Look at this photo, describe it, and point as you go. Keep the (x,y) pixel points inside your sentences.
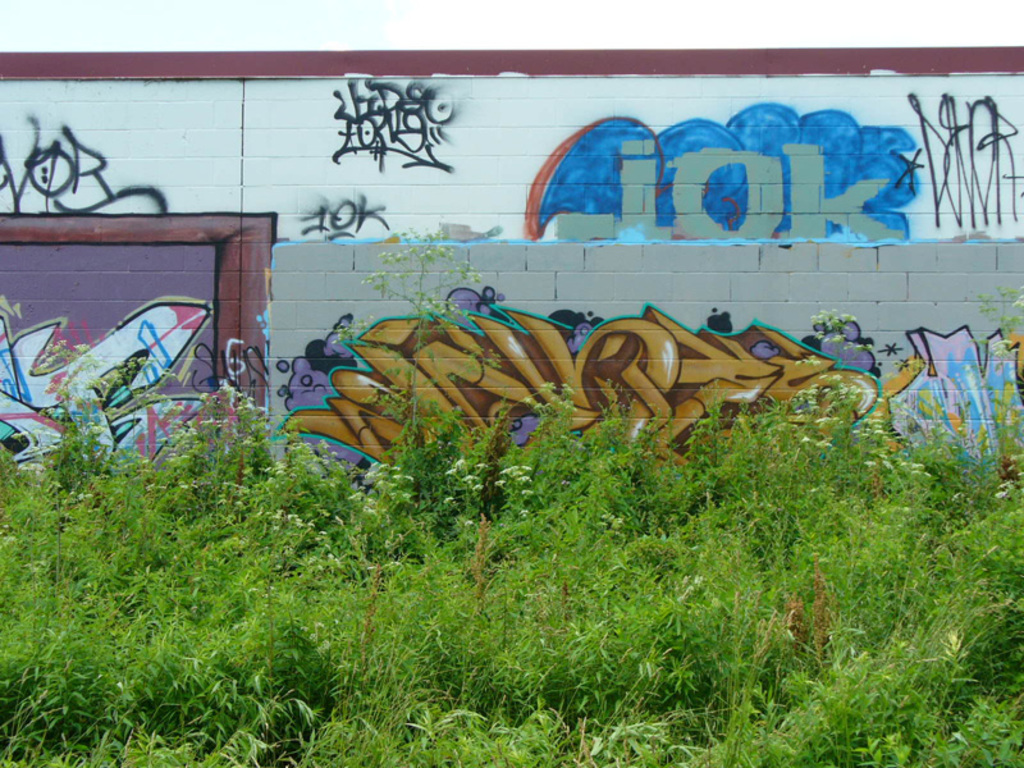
In this image at the bottom (467,598) there are some plants (524,543) and in the background (482,317) there is a wall (579,262), on the wall (963,279) there is some graffiti (407,335).
